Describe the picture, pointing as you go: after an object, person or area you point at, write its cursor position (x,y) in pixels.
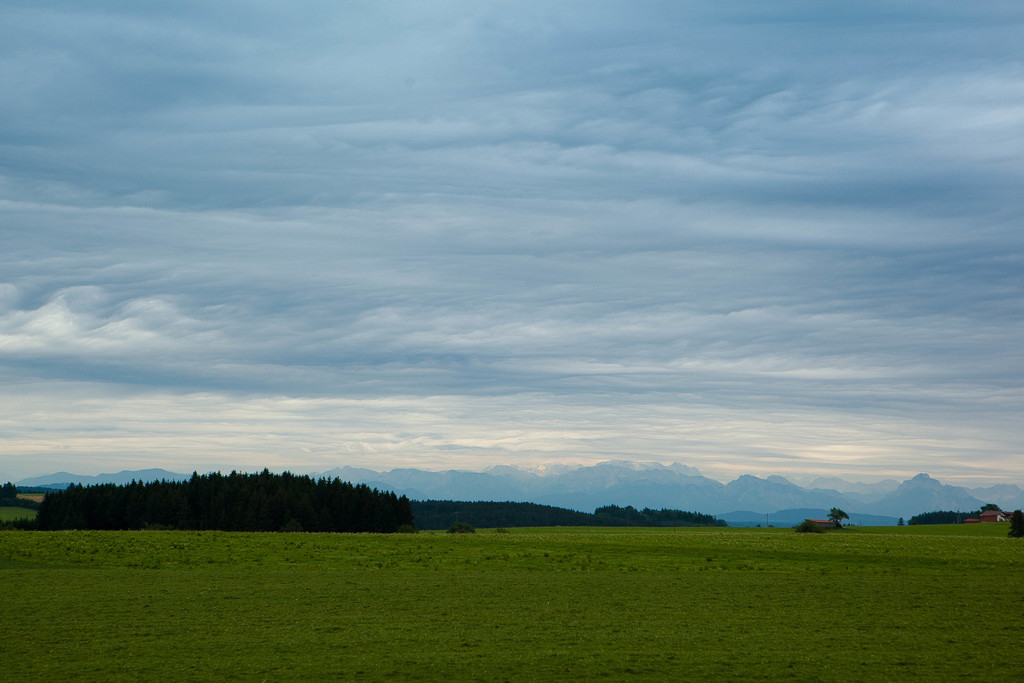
In this image we can see some grass (570,568), a group of trees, plants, some houses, the mountains (547,477) and the sky (493,277) which looks cloudy.
